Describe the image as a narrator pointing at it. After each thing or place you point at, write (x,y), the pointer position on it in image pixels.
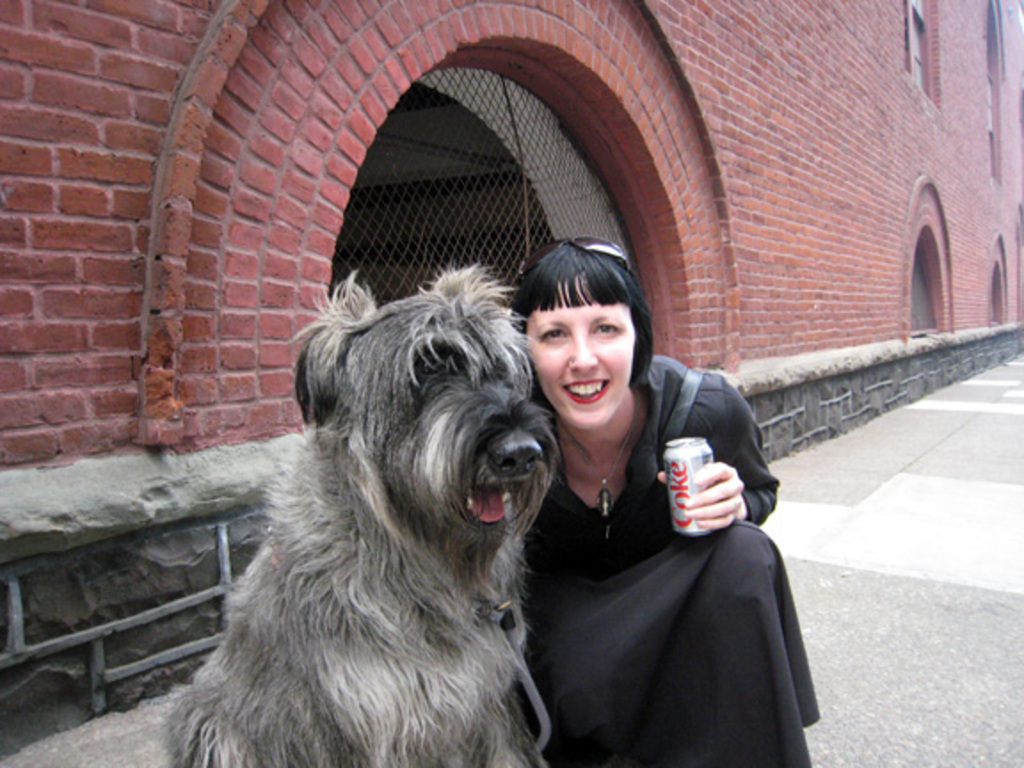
In this picture there is a person (603,412) sitting and smiling and she holding the coke tin (688,455) and there is a dog (246,691) beside the person (618,529). At the back (813,188) there is a building (540,144).
